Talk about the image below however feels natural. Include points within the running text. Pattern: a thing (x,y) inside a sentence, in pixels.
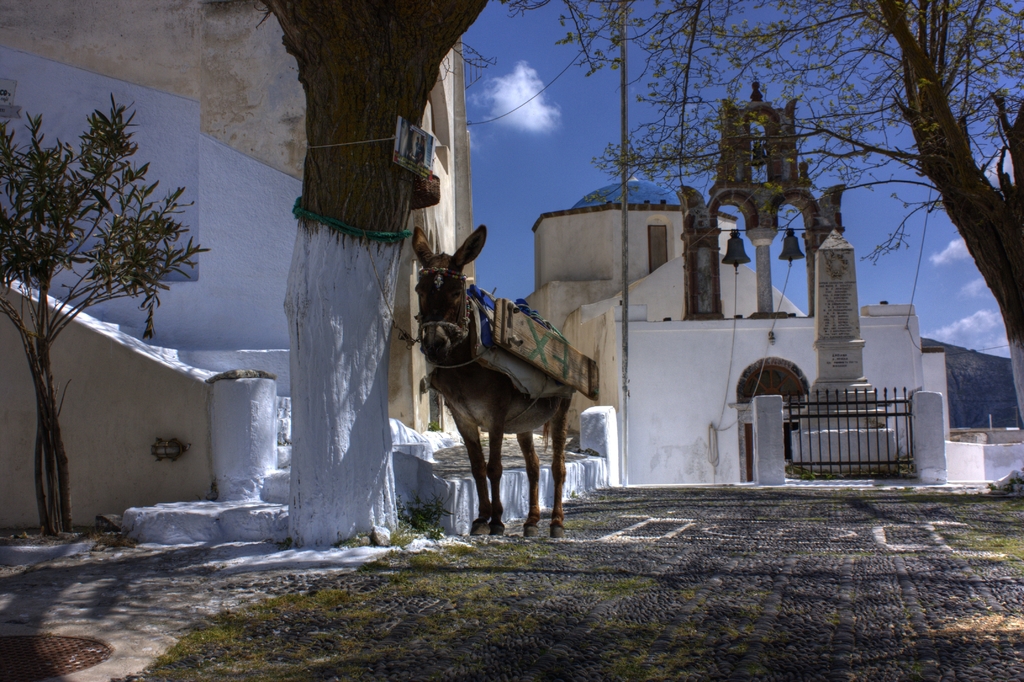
In the picture I can see a donkey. I can see the temple construction (694,234) on the right side (710,452) and I can see the bells (795,243) with ropes (781,302). I can see the metal fence (844,401) on the right side (892,410). I can see the trunk (390,148) of a tree (324,238) on the left side (310,270) and I can see the white paint (354,403) on it. There are clouds (511,111) in the sky (556,105).
